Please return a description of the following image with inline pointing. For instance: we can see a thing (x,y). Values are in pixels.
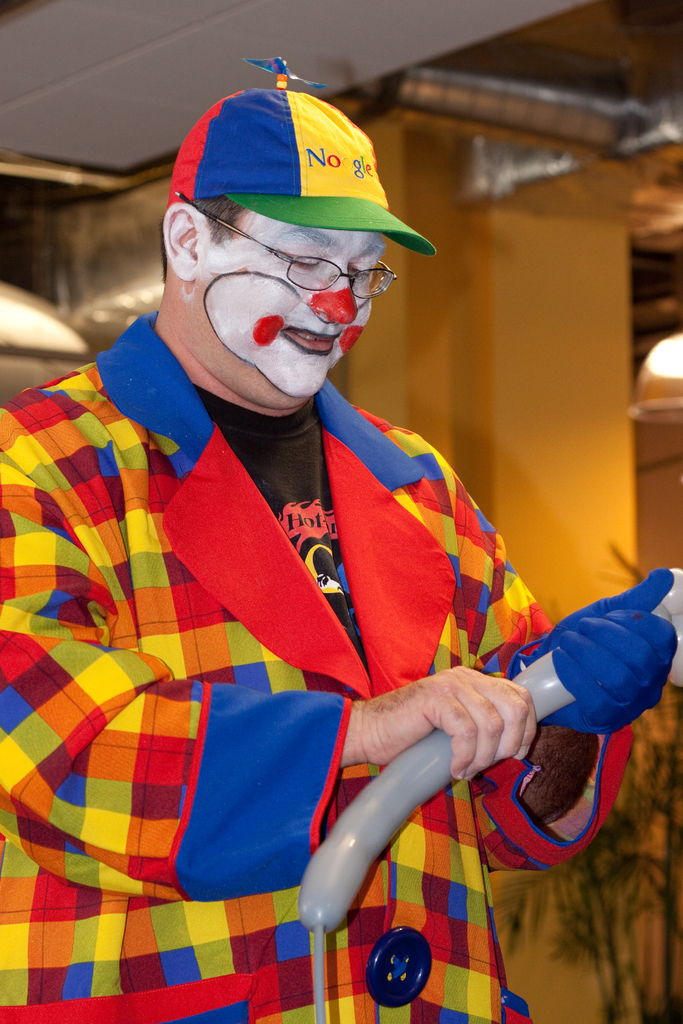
In this picture we can see a man (603,781) wore a spectacle (367,291), cap (290,101) and holding a balloon (323,928) with his hands (614,676) and in the background (4,296) we can see lights (680,350), wall (503,334).
